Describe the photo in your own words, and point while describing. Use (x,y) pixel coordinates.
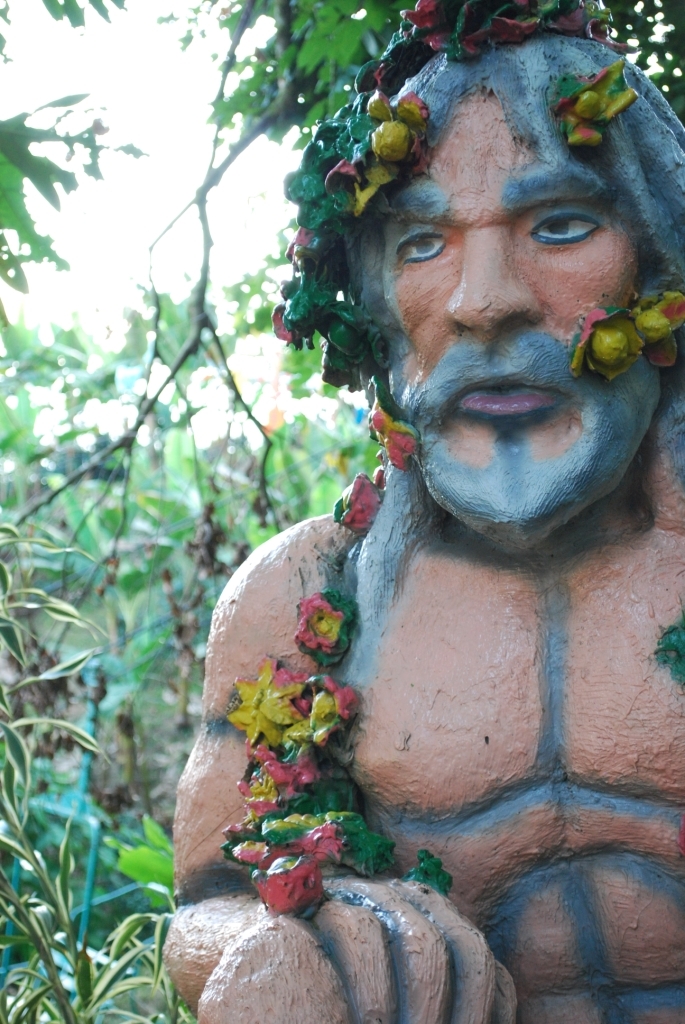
In this image I can see a sculpture (664,190) and there are some trees (147,391) and the sky (96,210) visible on the left side (99,375).
